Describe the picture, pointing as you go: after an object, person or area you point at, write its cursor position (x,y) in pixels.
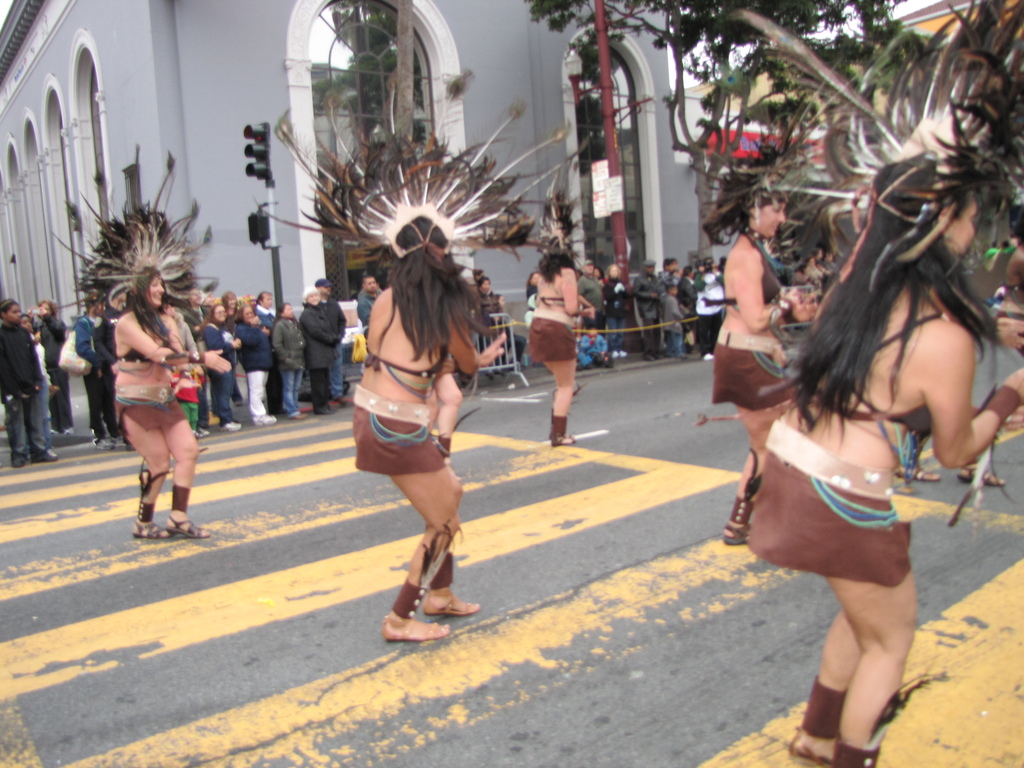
In this image we can see a few women (853,263) dancing on the road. Here we can see a group of people (603,339) standing on the side of a road (57,437). Here we can see the metal fence (511,323). Here we can see the traffic signal pole (274,252). In the background (351,134), we can see the buildings (942,4) and trees (684,28).
